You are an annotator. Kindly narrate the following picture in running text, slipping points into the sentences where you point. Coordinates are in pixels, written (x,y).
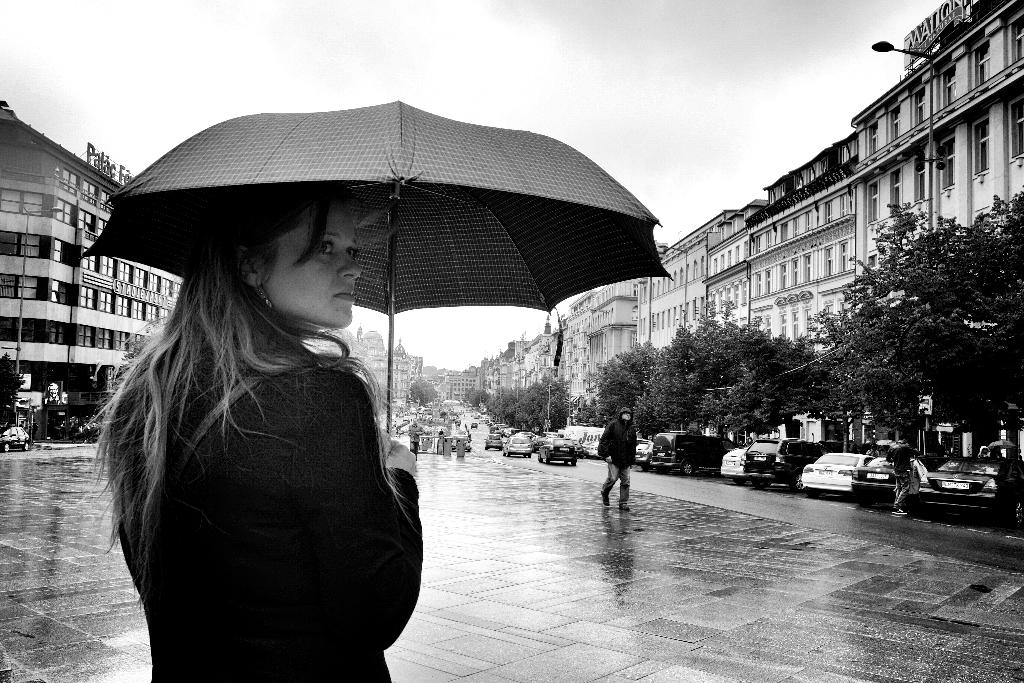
This is a black and white image. On the left side of the image (293,547) we can see a lady (310,553) is standing and holding an umbrella (389,198). In the background of the image (951,302) we can see the buildings (28,309), windows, trees (551,423), vehicles (543,455), road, boards (573,399), light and some people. In the center of the image (619,437) we can see a man (615,427) is walking. At the bottom of the image (630,583) we can see the road (483,509). At the top of the image (393,93) we can see the sky (439,28).
